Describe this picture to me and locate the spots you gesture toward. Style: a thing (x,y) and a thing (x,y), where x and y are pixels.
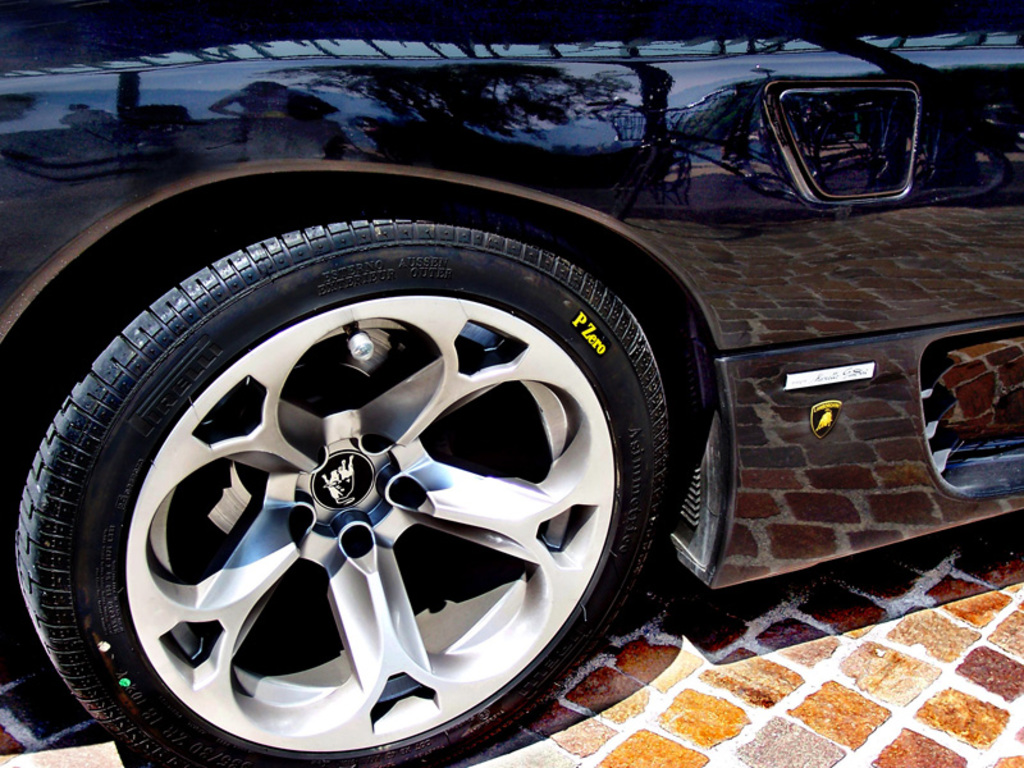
In this image there is a vehicle (506,222). To the left (218,510) there is a wheel (247,481) to the vehicle (387,413). There is text (572,323) on the tyre (581,318). Beside the tyre (657,462) there is a logo (820,417) on the vehicle (795,424). At the bottom (770,706) there is the ground (792,709). On the reflection (719,157) of the vehicle (567,111) there are trees (424,99), vehicles (732,128) and the sky (280,64).
